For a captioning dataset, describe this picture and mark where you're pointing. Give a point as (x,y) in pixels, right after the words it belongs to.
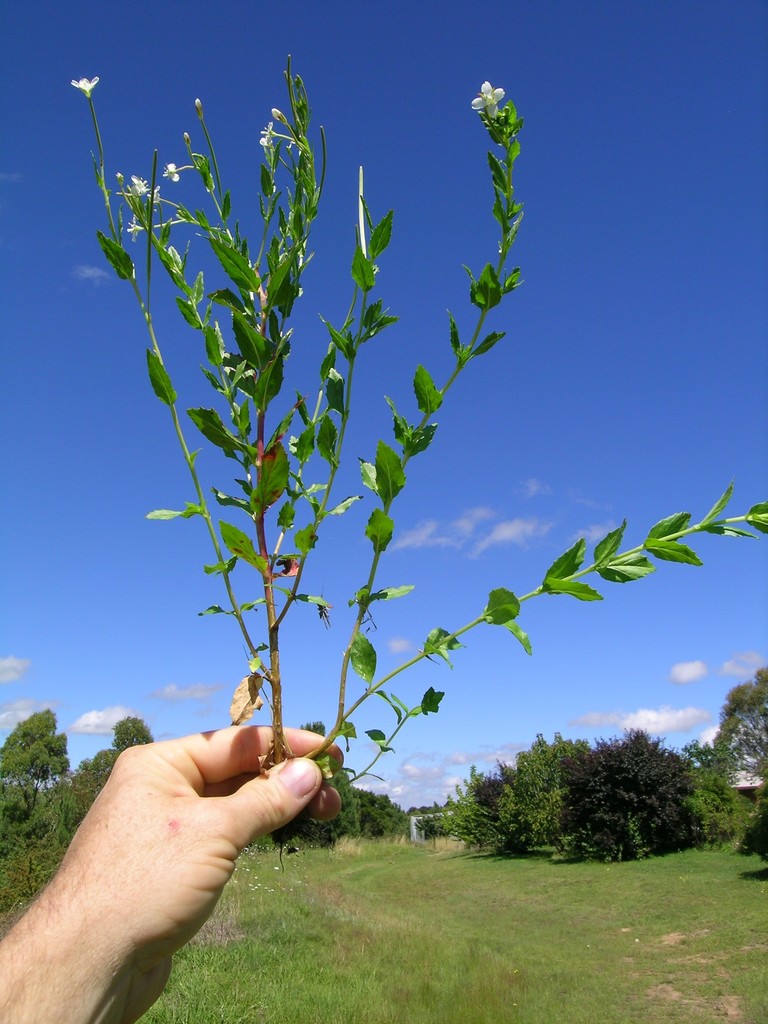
In the picture we can see a person's hand (237,848) holding a plant (406,710). Here we can see the grass (335,895), trees (683,821) and the blue sky (380,723) with clouds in the background (379,579).
